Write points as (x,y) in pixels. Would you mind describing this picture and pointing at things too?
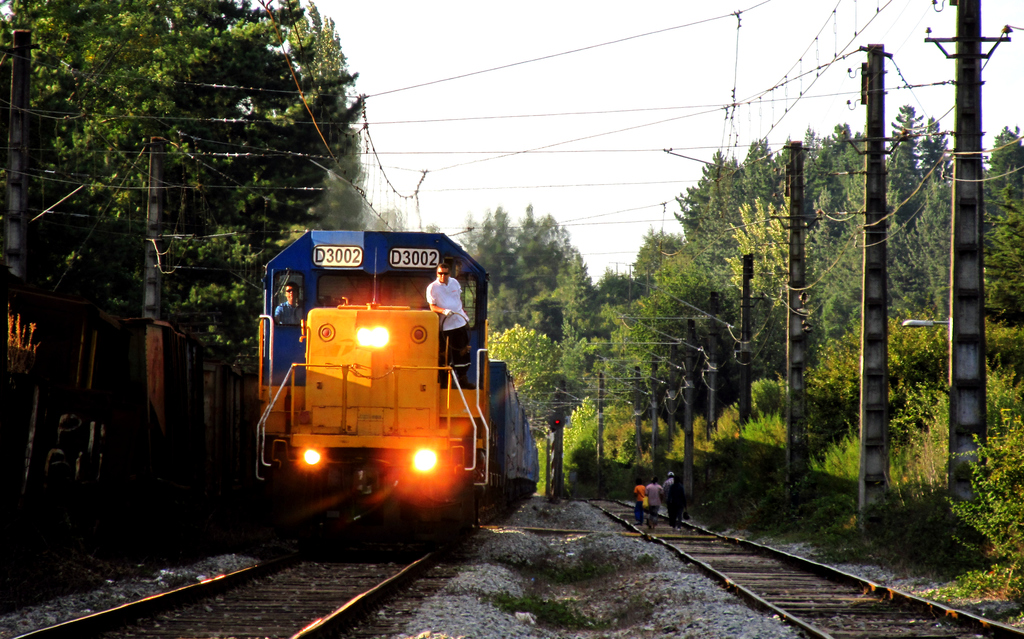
This image is clicked outside. There are trees (532,329) in the middle (579,369). There is a train (424,444) in the middle (344,285). There are railway tracks (699,545) at the bottom (683,546). There is sky (475,85) at the top (463,131). There are two persons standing in the train (337,399).
